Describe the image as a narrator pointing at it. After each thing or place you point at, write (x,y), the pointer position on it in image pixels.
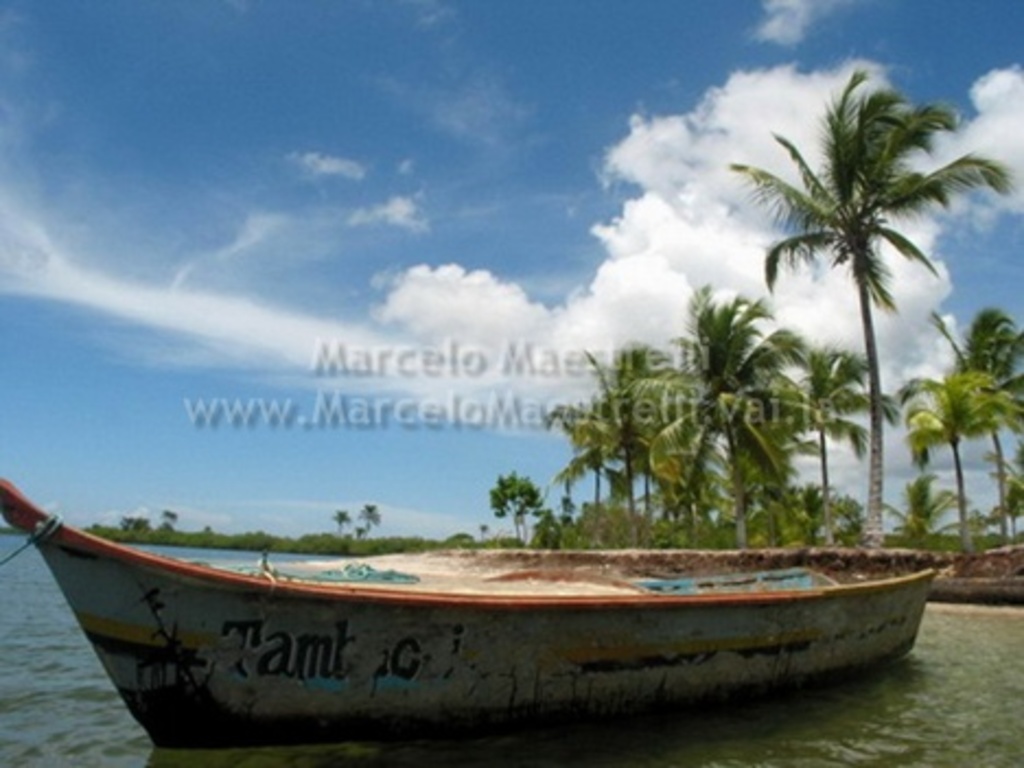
In this picture I can see a boat (675,692) in the water (56,586) and few trees (597,443) and I can see a blue cloudy sky (703,231) and I can see text (547,351) in the middle of the picture (675,392).
